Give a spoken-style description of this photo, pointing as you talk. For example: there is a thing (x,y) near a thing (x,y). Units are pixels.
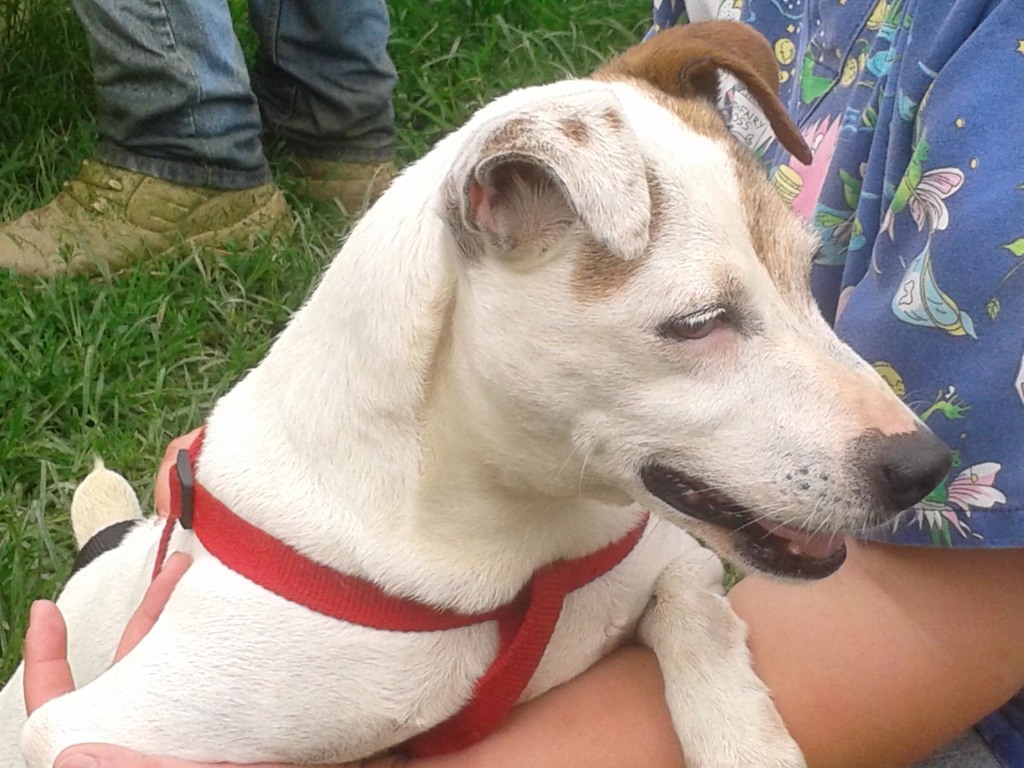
In the picture we can see a person (971,634) holding a dog (713,745) on the grass surface (30,597), the dog (756,381) is white in color with some part (747,66) of brown color to the ear (730,67) and red color belt (170,521) to the neck (401,523) and near it we can see a person's leg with a shoe (91,165) on the grass surface (22,648).
